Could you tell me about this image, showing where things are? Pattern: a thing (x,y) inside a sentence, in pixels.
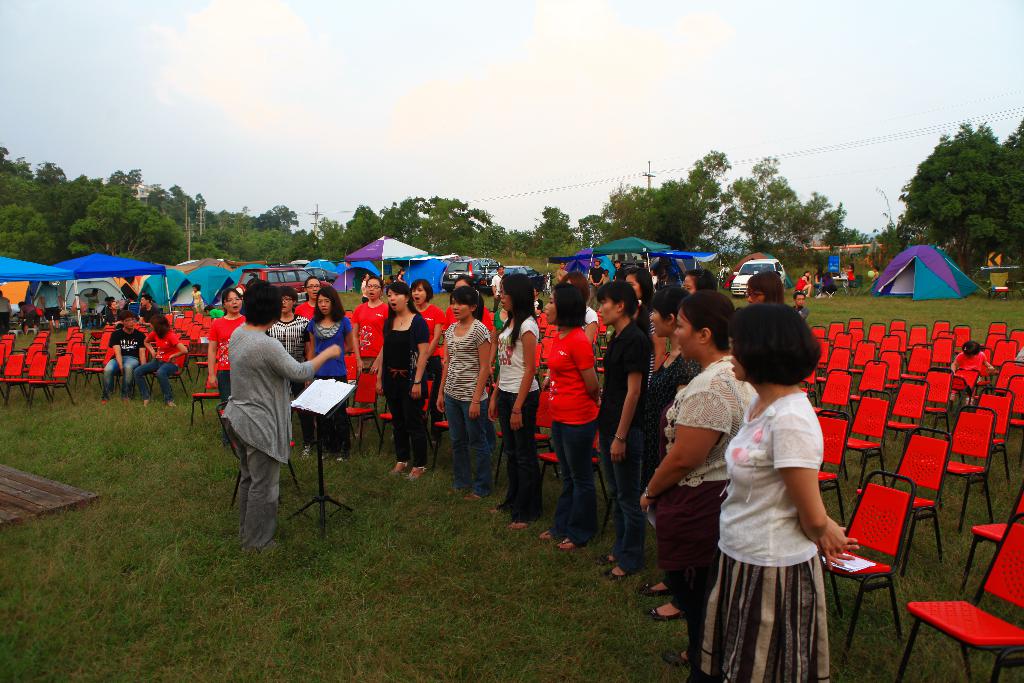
This is an outside view. At the bottom (269,646), I can see the grass (359,646). Here I can see many people (754,521) are standing facing towards the left side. In front of these people (298,340) there is a person (262,401) standing. In front of her there is a metal stand (324,443). On the right side (893,398) there are many empty chairs (910,389). In the background (409,274) there are few tents (560,262), vehicles (451,262) and trees (90,218). At the top of the image (409,73) I can see the sky (303,67).
